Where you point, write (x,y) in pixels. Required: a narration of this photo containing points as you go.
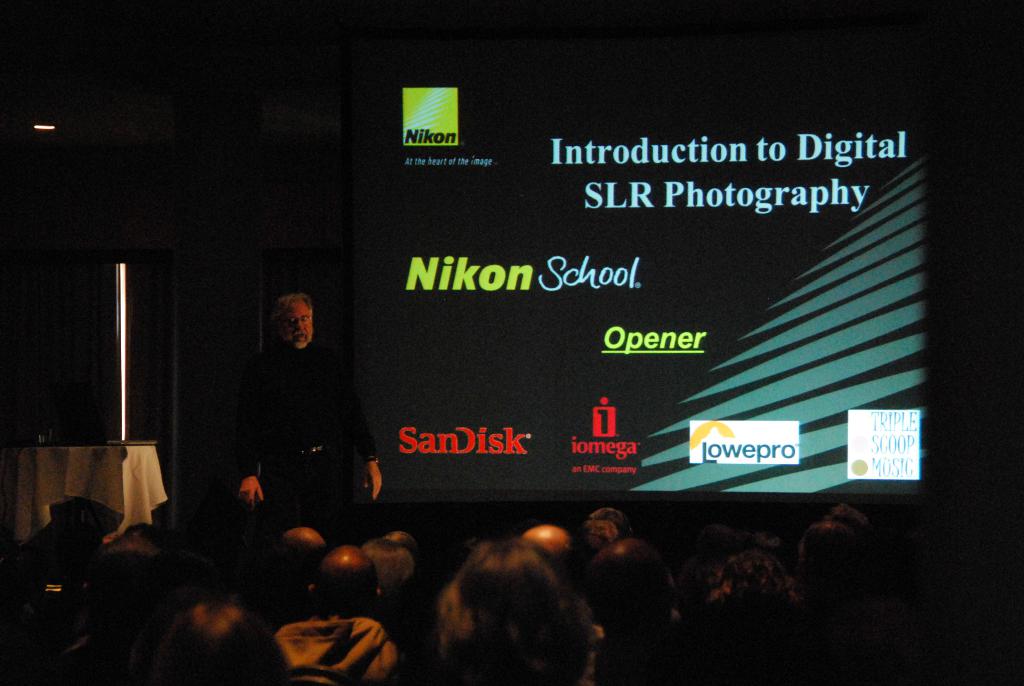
In this image I can see some people (333,611). In the background (642,385), I can see some text (648,327) projected on the screen (559,346). At the top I can see the light (48,130).
